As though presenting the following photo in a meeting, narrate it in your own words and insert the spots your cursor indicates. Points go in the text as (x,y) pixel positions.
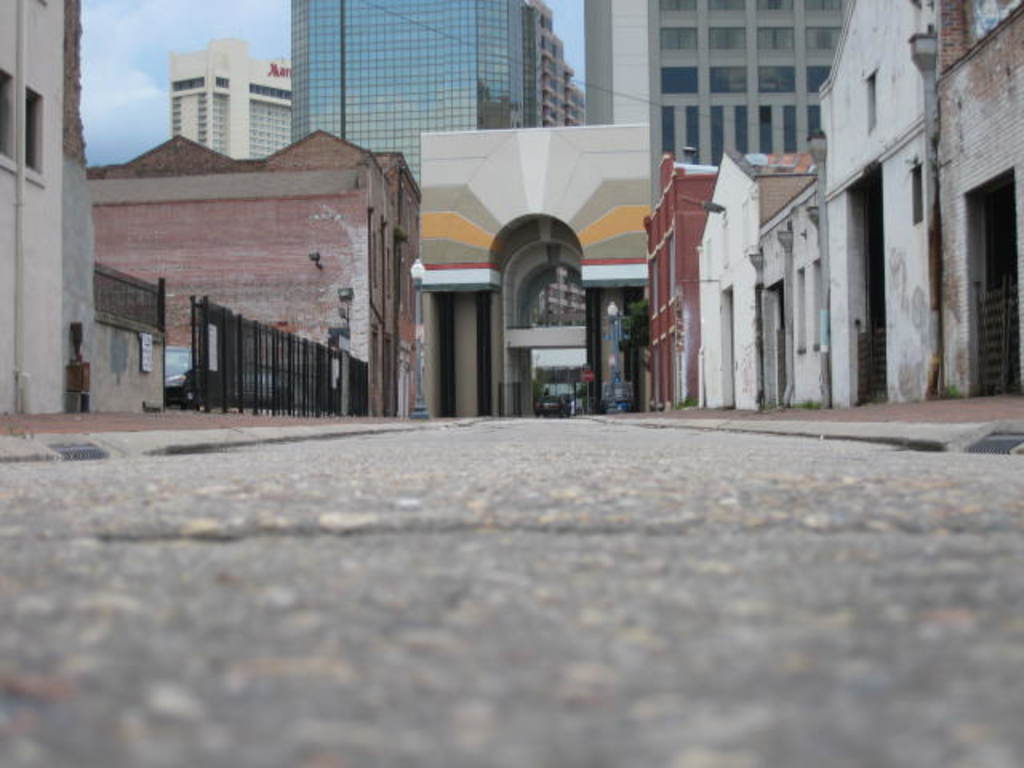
This is a road (651,539) and there is a car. Here we can see houses (240,288), fence (204,379), poles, lights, and buildings (660,76). In the background (116,49) there is sky (98,96).
